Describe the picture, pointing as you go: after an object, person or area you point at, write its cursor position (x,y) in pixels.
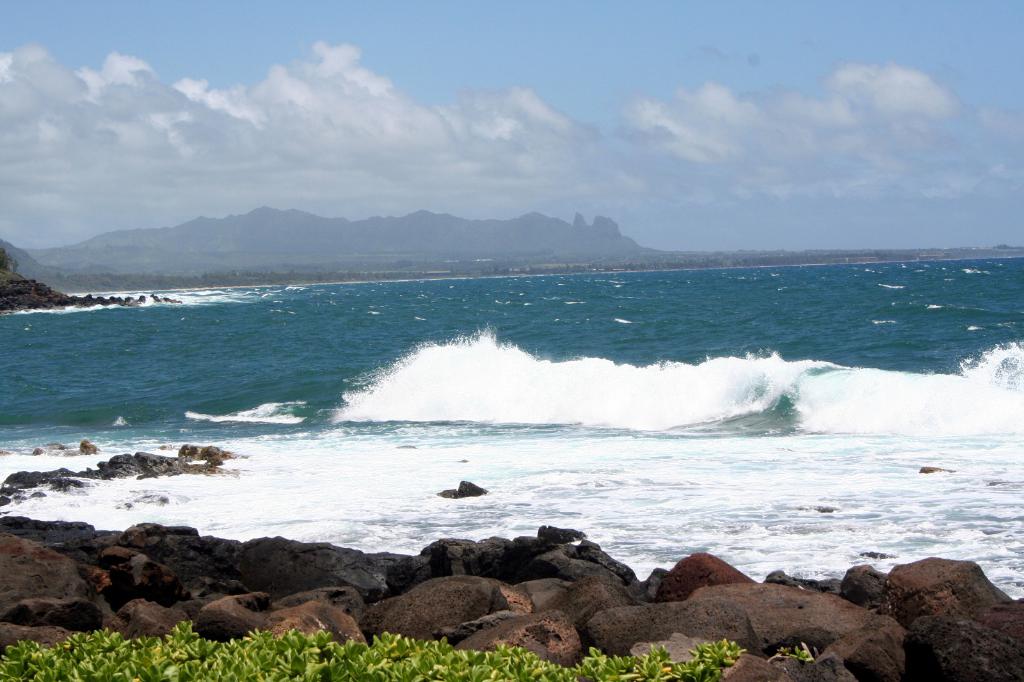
In this image at the bottom (514,606), there are stones (454,597), plants (351,656). In the middle (545,431) there are waves (552,398), water (304,401), stones (161,455). In the background (327,249) there are hills (520,232), sky (453,100) and clouds (315,120).
